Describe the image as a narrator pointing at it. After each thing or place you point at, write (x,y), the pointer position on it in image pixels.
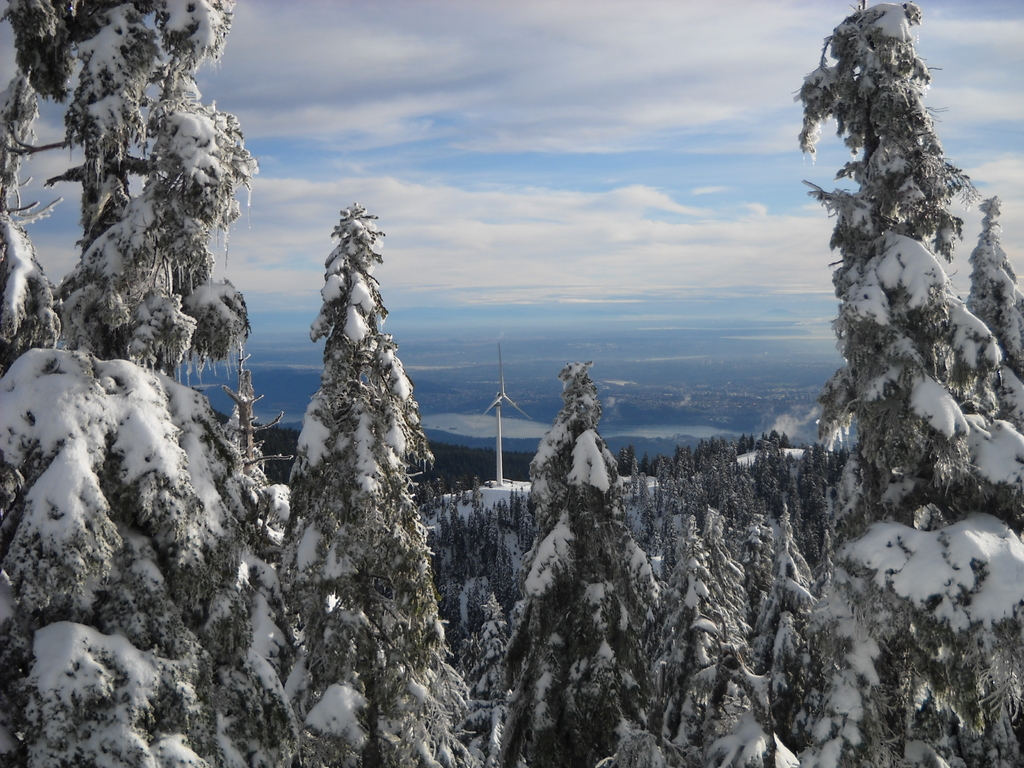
This picture shows few trees (27,102) and we see snow (503,535) and a wind mill (500,465) and a blue cloudy sky (577,210).
